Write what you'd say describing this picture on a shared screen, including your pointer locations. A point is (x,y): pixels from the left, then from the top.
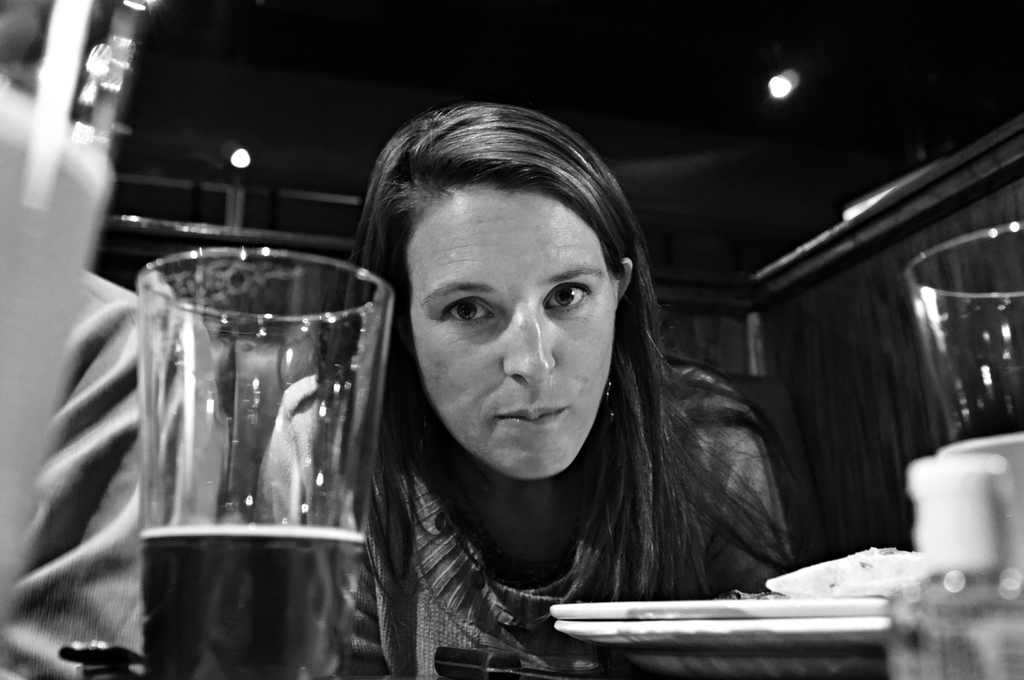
In this image I can see the black and white picture in which I can see a plate (709,617), few glasses (260,542) with liquid (229,552) in them, a woman (577,417) and a person (135,386) beside her. In the background (253,189) I can see the wall (809,320), few lights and the ceiling (543,79).
